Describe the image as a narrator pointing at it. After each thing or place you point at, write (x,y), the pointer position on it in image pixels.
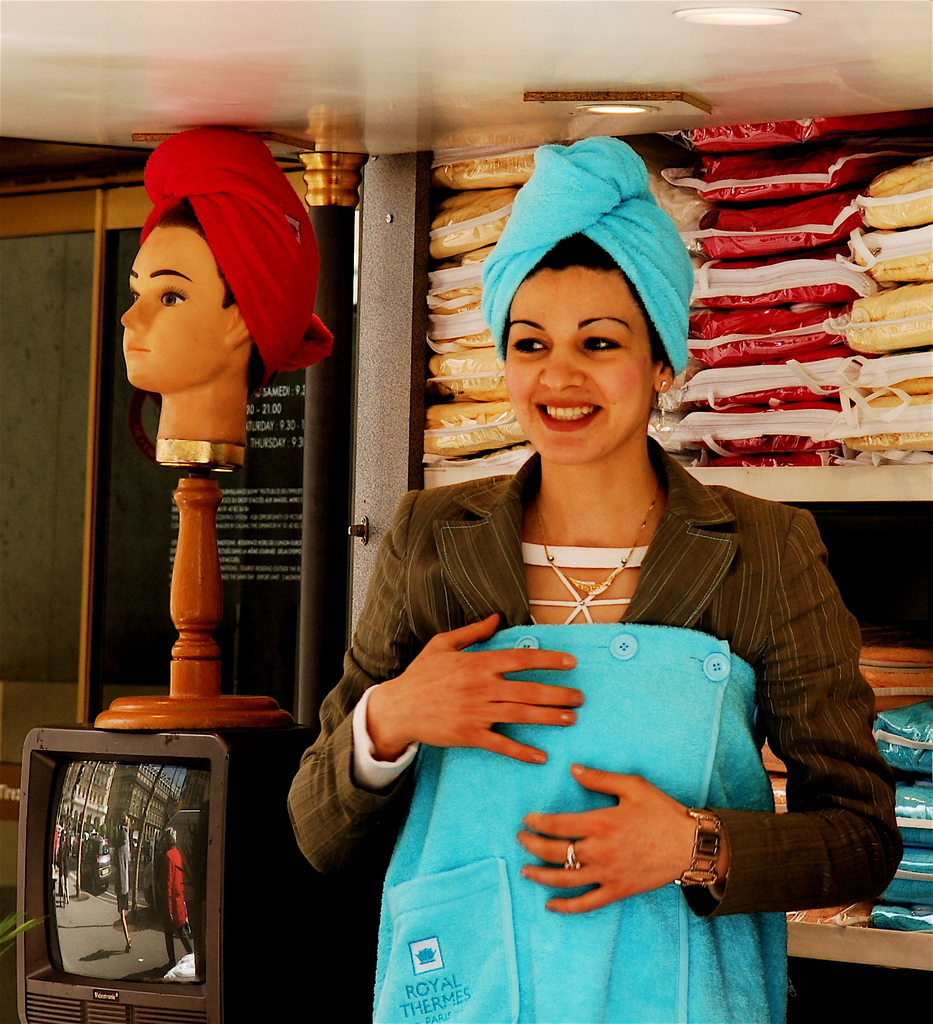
In this image I can see a person (581,548) with a shower cap (506,279). There are racks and there are bags (733,385) in them. There is a statue (213,289) on a stand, there is a television (159,957) and also there is ceiling (115,81) with lights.
